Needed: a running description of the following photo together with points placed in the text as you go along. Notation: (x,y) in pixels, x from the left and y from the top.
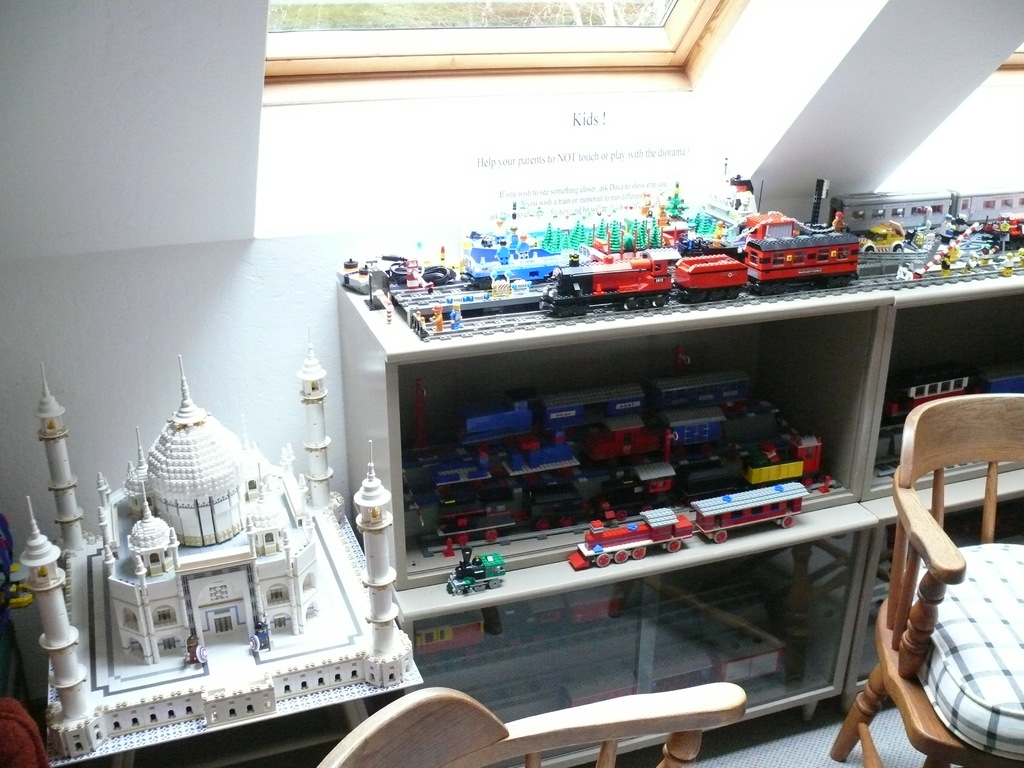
In this picture there is a glass window (563,6) at the top center side of the image (365,6), there is a chair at the right side of the image (1013,752), in a show case (923,303) there are toy trains (676,395) which are arranged in a queue, there is a toy taj mahal (341,593) at the left side of the image (325,400), which is placed on the desk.
